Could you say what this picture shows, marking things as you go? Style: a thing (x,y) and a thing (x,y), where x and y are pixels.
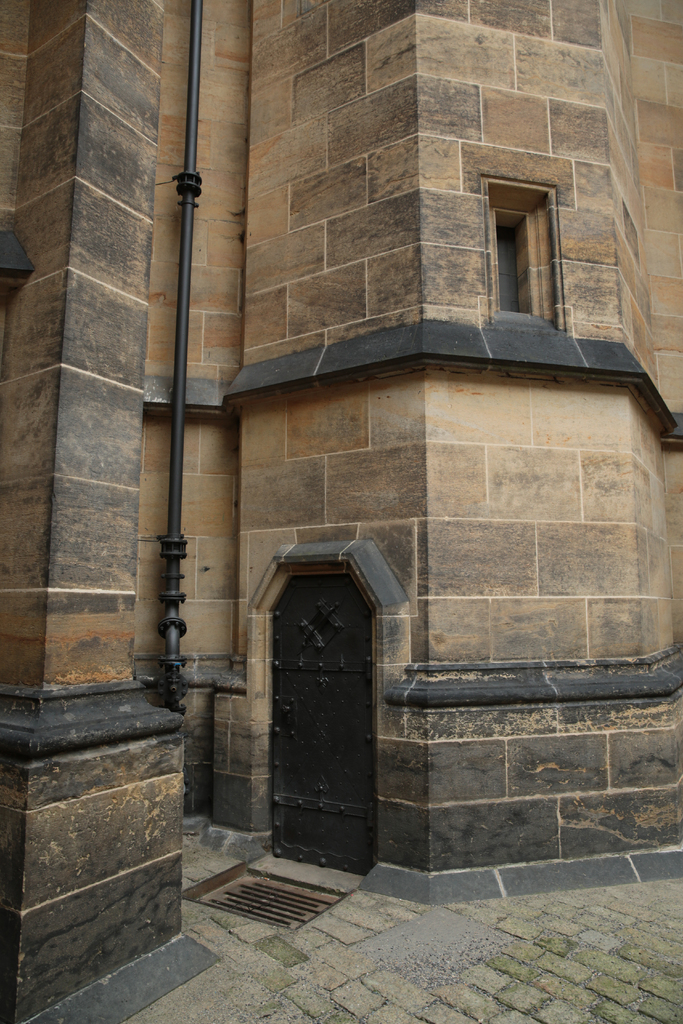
In this image there is a building (96,304). There are windows (514,260) and a door (330,670) to the wall (538,597) of the building (535,596). There is a pipe (187,325) on the building (234,167). At the bottom (394,980) there is the ground (362,980).
